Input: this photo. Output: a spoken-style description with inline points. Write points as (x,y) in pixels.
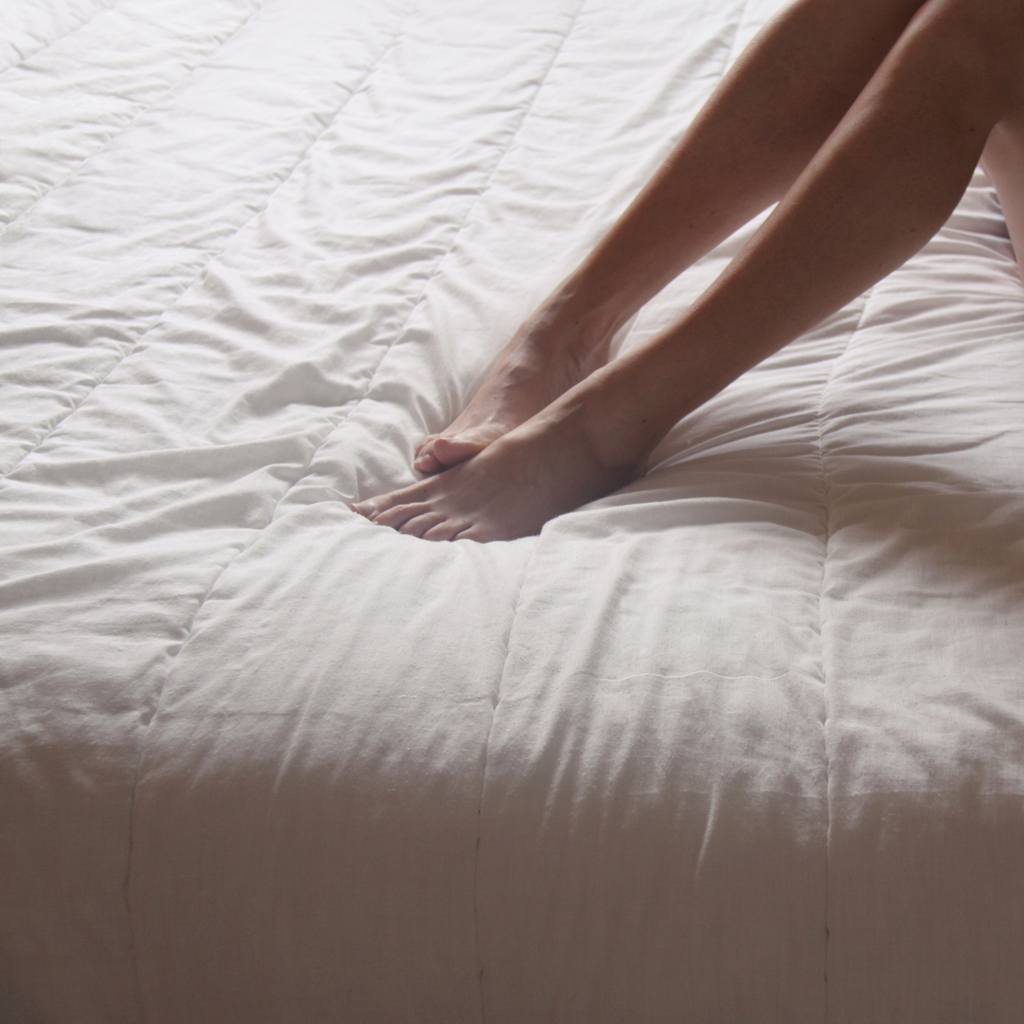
In this image there are person legs (439,435) on the blanket (301,330) of the bed (445,400).
